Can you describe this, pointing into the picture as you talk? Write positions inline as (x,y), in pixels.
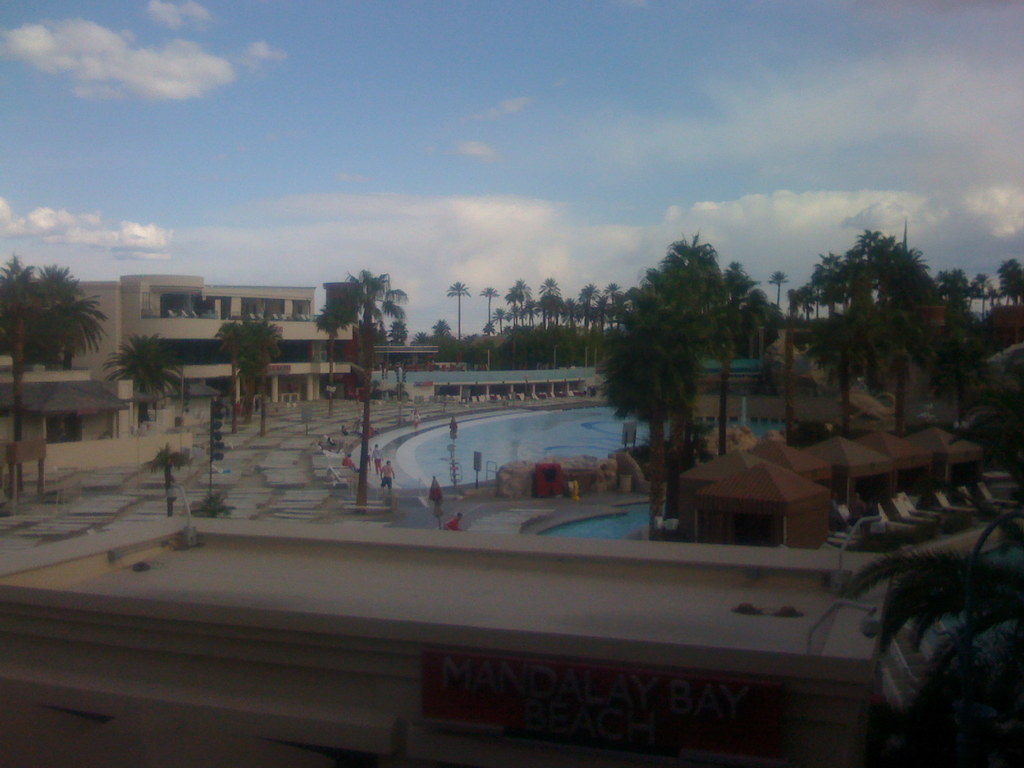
In this image in the center (529,435) there are swimming pools (546,438) and some persons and also we could see some buildings (227,345), trees (468,356), houses (936,458), chairs (909,501). At the bottom (487,670) there is walkway (781,636) and one board (487,686), on the board (630,703) there is some text (553,695). In the background (253,355) there are some trees (659,329) and at the top of the image (342,191) there is sky (515,195).
